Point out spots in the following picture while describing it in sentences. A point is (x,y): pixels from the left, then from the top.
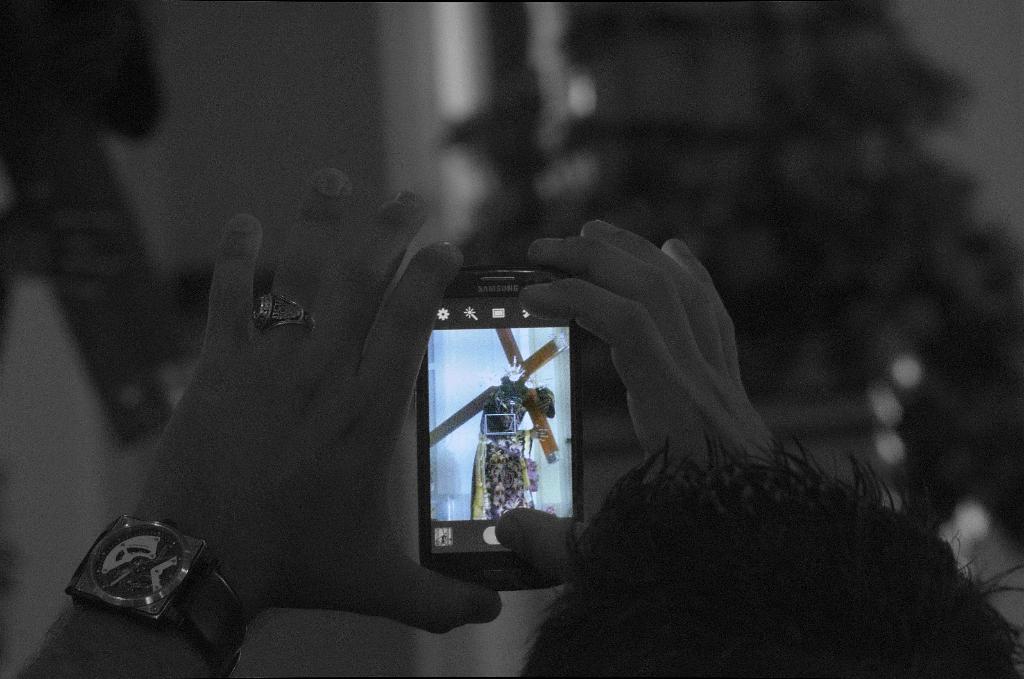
In this image we can see a person (632,388) holding mobile phone (430,419) in the hands (557,306).
